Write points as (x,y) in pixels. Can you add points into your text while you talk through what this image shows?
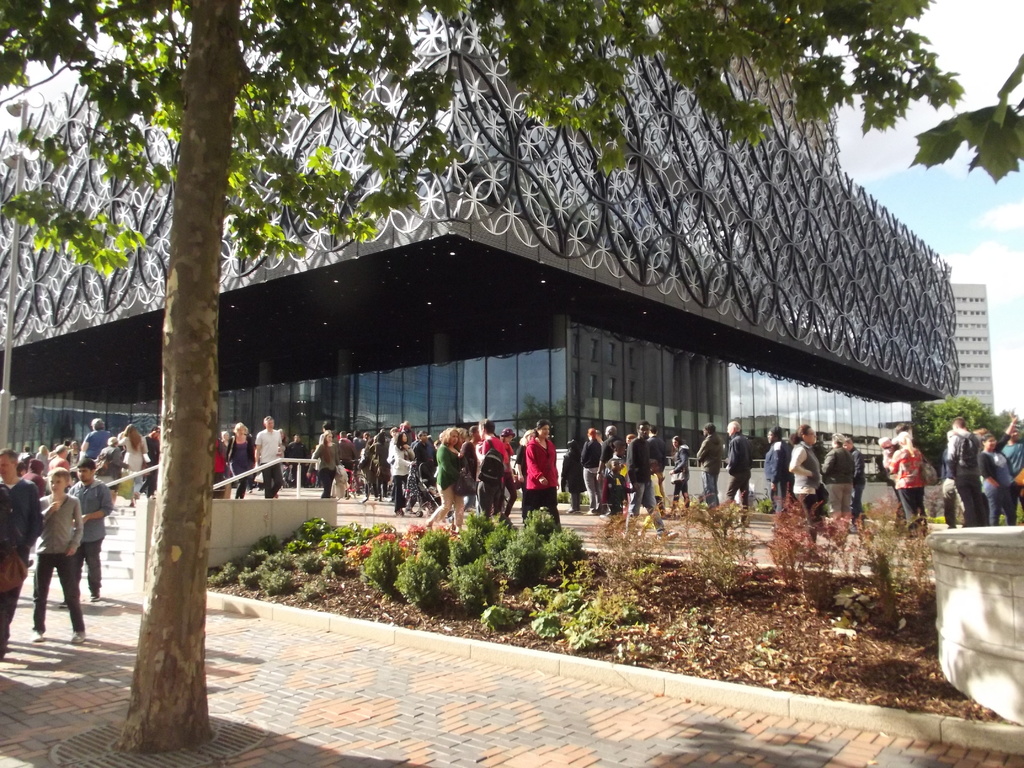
In this image there is a tree (180,628), in the background (966,473) people (546,474) are walking on a path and there are buildings (867,363), in between the tree (186,593) and people (617,499) there are small plants (846,567).
